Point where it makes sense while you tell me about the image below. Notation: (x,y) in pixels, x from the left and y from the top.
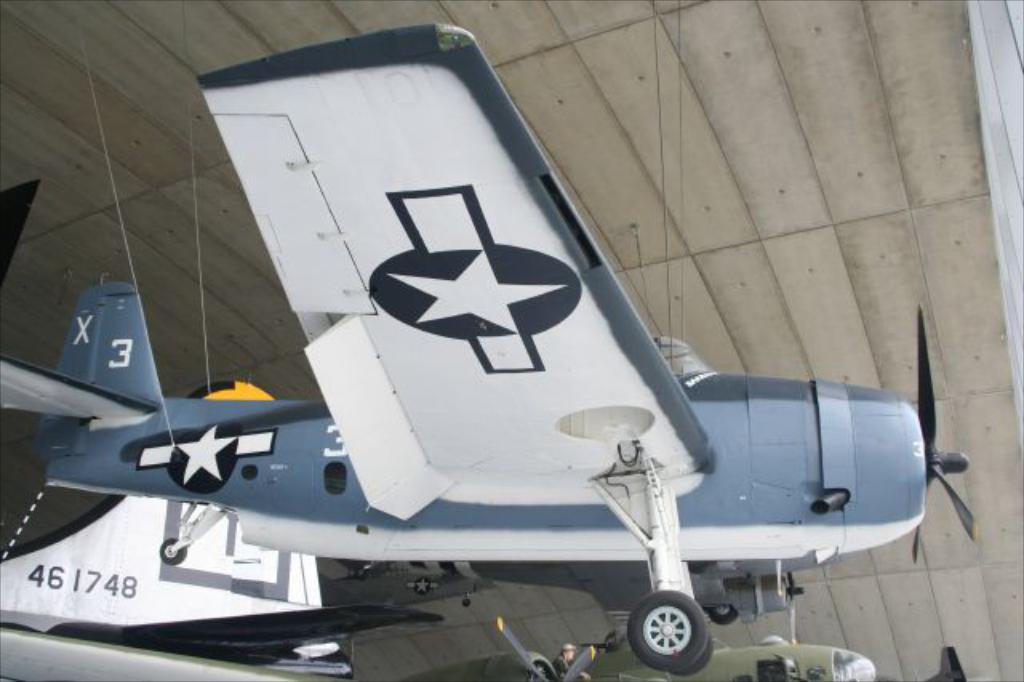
In this image I can see an aircraft (556,401) and the aircraft (875,484) is in white and gray color and I can also see the person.
